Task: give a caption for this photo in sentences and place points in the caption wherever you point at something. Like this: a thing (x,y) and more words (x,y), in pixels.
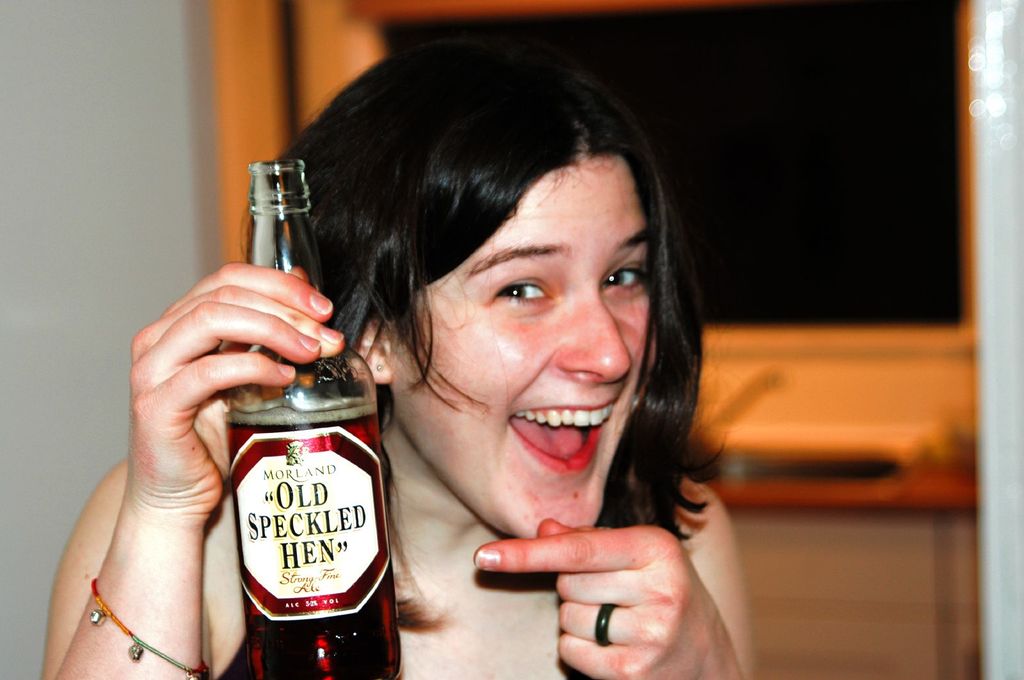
In this image, In the middle (617,429) there is a woman (597,399) standing and holding a bottle of beer (316,587) and in the background (785,415) there is a wall (819,394) of yellow color, In the left side (53,448) there is a wall (86,273) of white color.
